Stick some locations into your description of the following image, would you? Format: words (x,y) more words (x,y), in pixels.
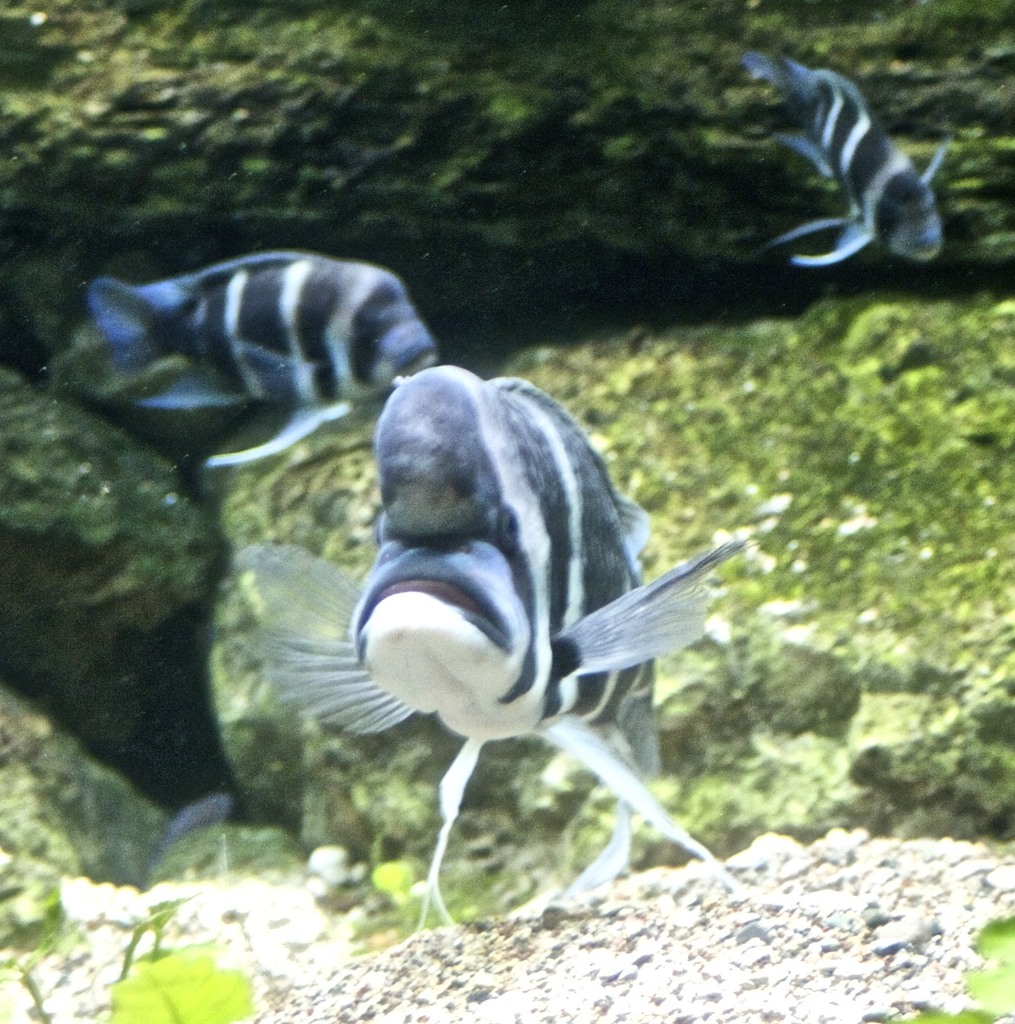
In this picture we can see fishes (388,629), green leaves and water (819,341).
